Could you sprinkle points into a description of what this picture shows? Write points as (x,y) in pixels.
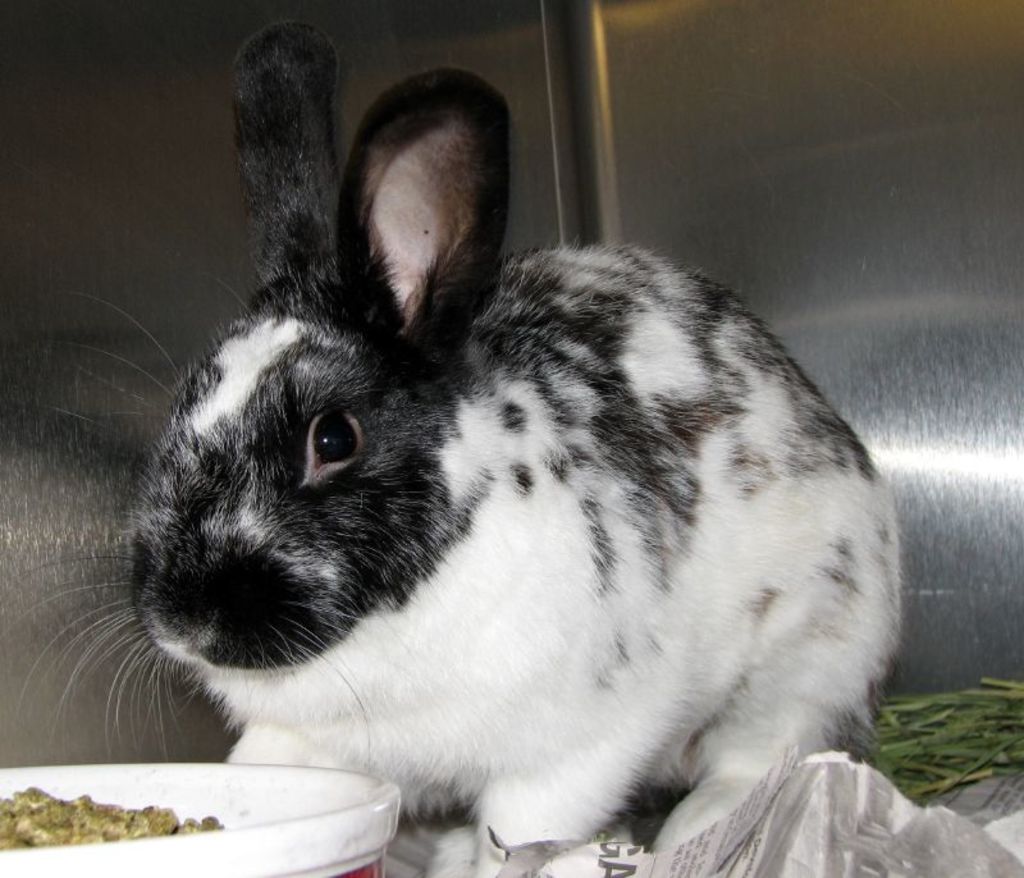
In this image there is a rabbit (583,574) on the floor (740,857) having some grass (908,770), paper (882,805) and a bowl (275,811). There is some food (16,837) in the bowl (292,831). Right side (963,710) there is some grass (959,728). Background (33,582) there is a wall (931,251).
